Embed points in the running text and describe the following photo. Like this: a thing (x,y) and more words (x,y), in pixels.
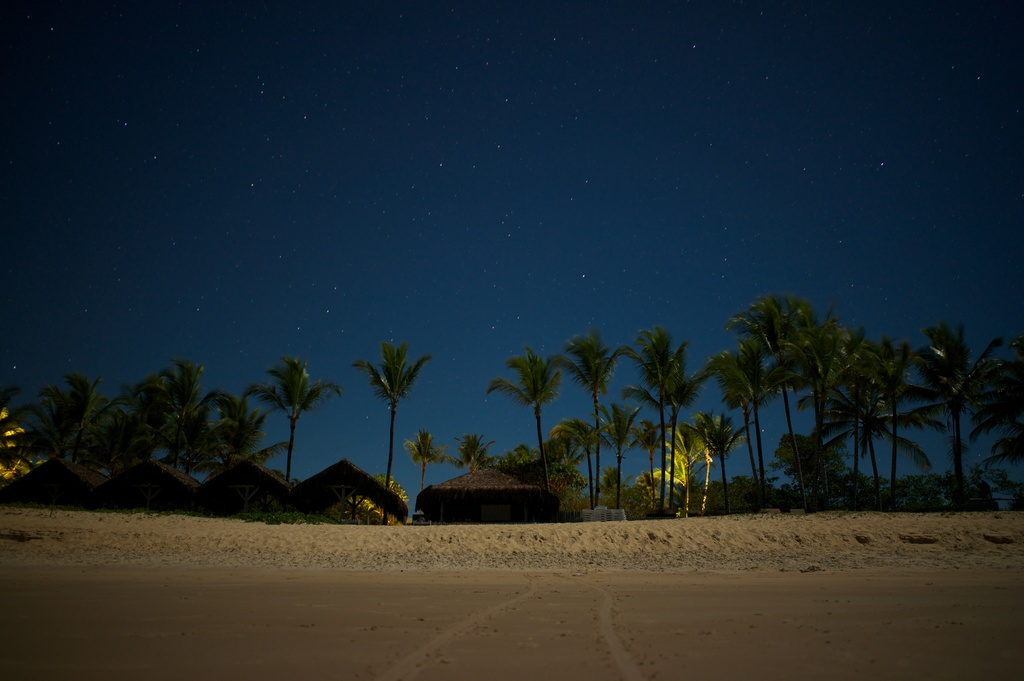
In this image there are trees (576,471) and huts (446,480).
